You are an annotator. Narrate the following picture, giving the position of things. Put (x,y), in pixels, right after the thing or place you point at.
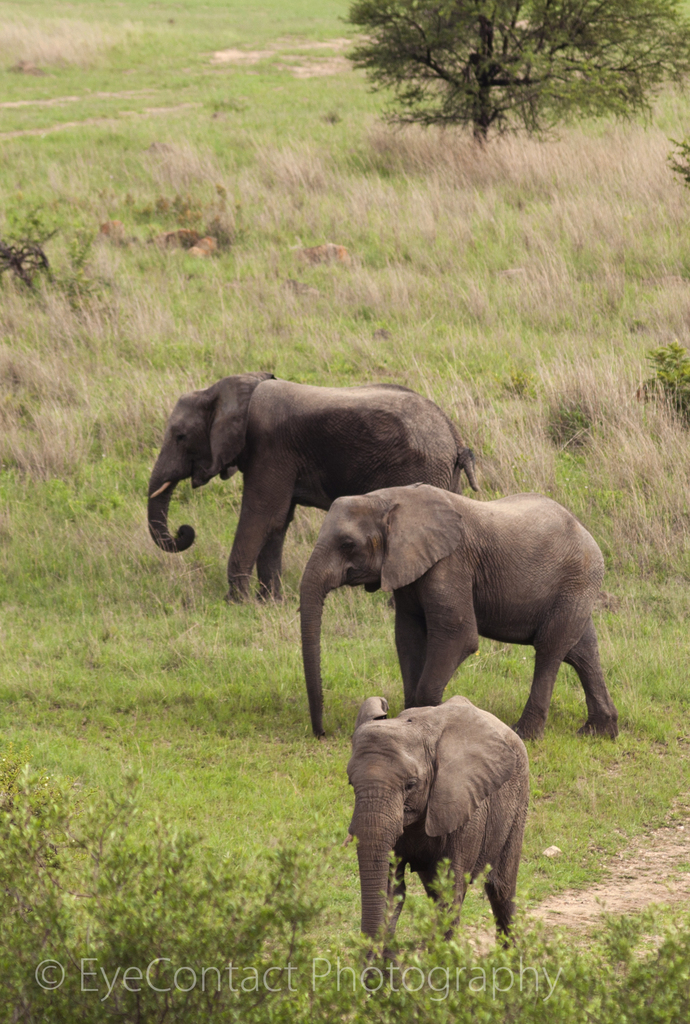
In this picture I can see three elephants (393,538) are standing on the ground (304,736). In the background (371,330) I can see grass (346,308), plants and trees (591,79).
